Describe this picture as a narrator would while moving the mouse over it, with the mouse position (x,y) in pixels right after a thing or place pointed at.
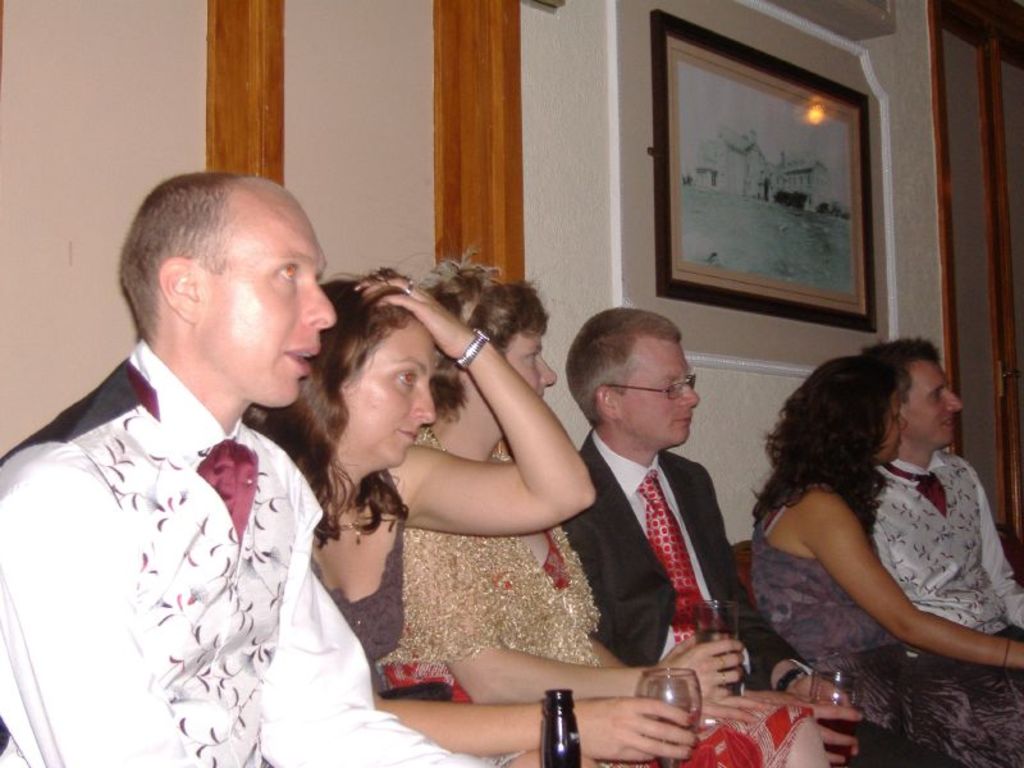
I can see in this image a group of people (624,505) are sitting among them few are holding some objects (819,671) in their hand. I can also see there is a wall (534,76) with a photo (698,148) on it.
